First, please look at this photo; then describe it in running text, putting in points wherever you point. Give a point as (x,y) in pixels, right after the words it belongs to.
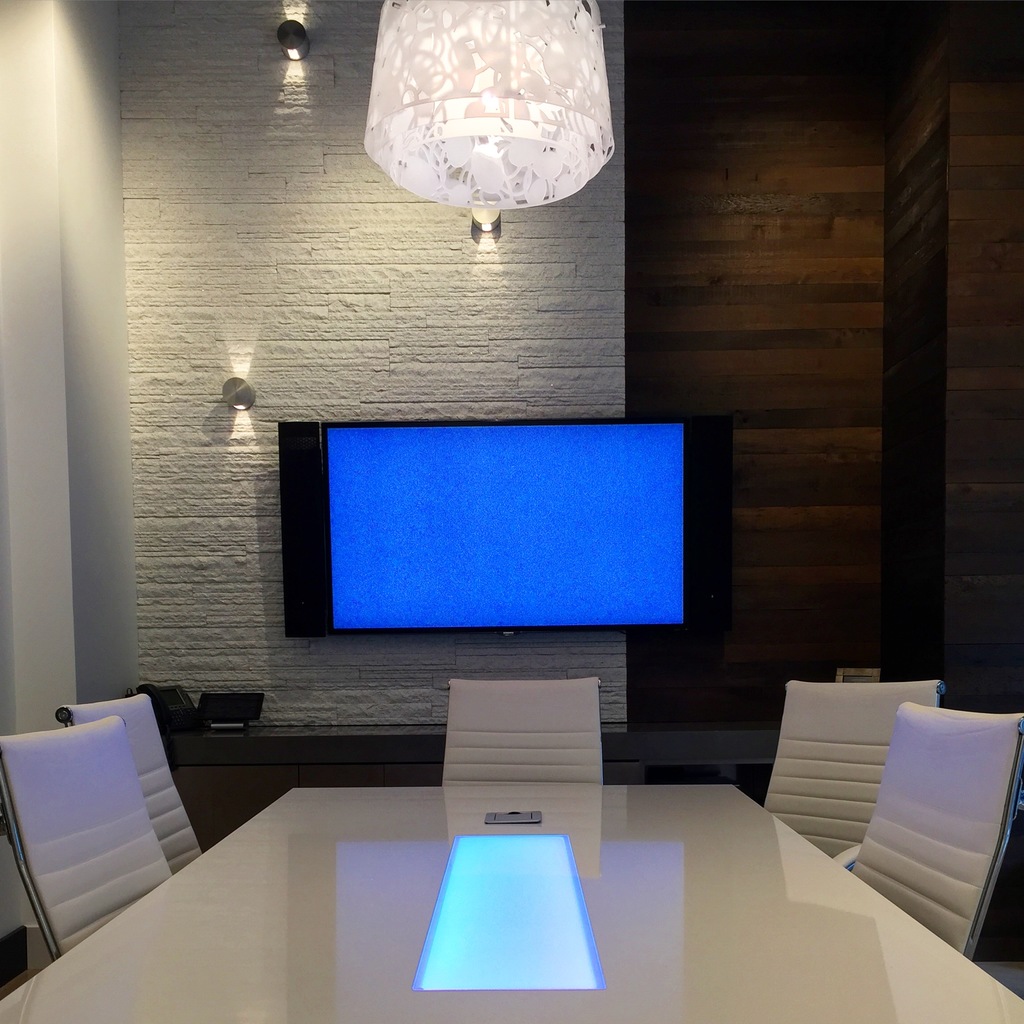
In this image, we can see a wall (398,368) with lights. Here there is a television (568,553) with speakers (296,625). At the bottom (645,863), we can see a desk (720,877) with white chairs (76,858). Here we can see some objects (218,711). Right side of the image (919,617), we can see a wall (994,537). Top of the image (445,66), we can see a chandelier (467,117).
